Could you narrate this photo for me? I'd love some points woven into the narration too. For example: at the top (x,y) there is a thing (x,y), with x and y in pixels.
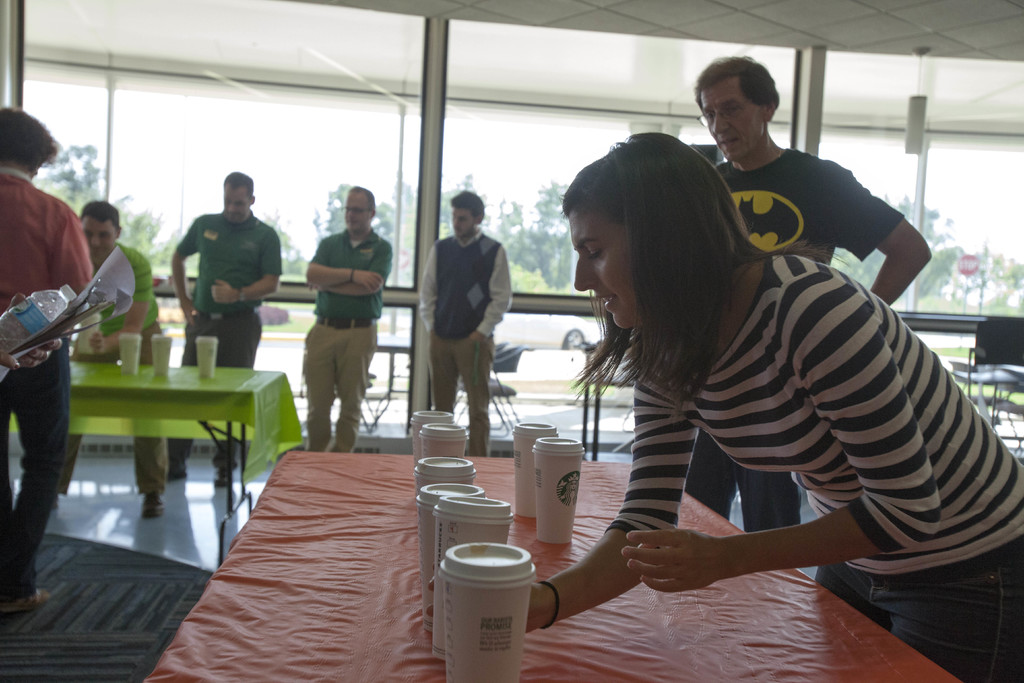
in this image there is a room (256,546) in this room (280,564) there are many tables (521,677) and chairs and all people (619,336) they are standing on floor (250,490) and the back ground is sunny.
